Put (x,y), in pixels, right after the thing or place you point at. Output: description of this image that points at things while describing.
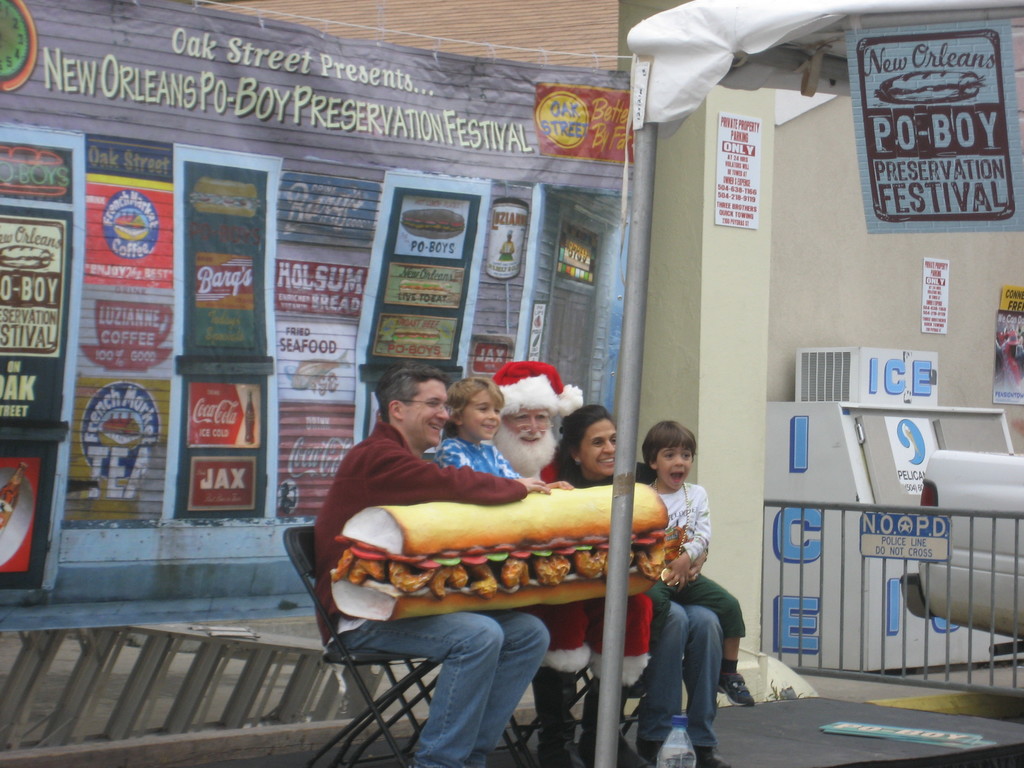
In this image there are two man (516,430) and kids (508,471) sitting on chairs (376,712) holding a big sandwich (406,529) in their hand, in the background (550,84) there is a poster (633,152) and wall (654,224), there is a fencing (874,517).
